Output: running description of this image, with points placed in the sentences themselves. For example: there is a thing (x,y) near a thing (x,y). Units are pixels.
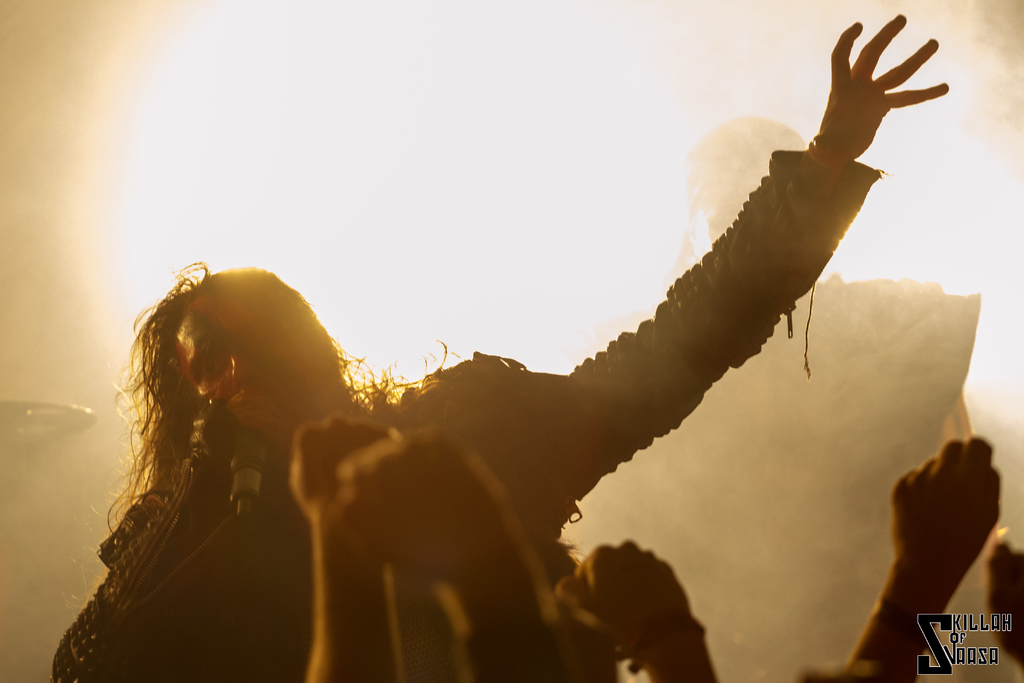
In the picture we can see a man (547,407) standing and singing a song in the microphone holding it with a hand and he is raising other hand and in front of him some people (907,522) are also raising hands (923,518) and behind him we can see a light focus (573,231).
